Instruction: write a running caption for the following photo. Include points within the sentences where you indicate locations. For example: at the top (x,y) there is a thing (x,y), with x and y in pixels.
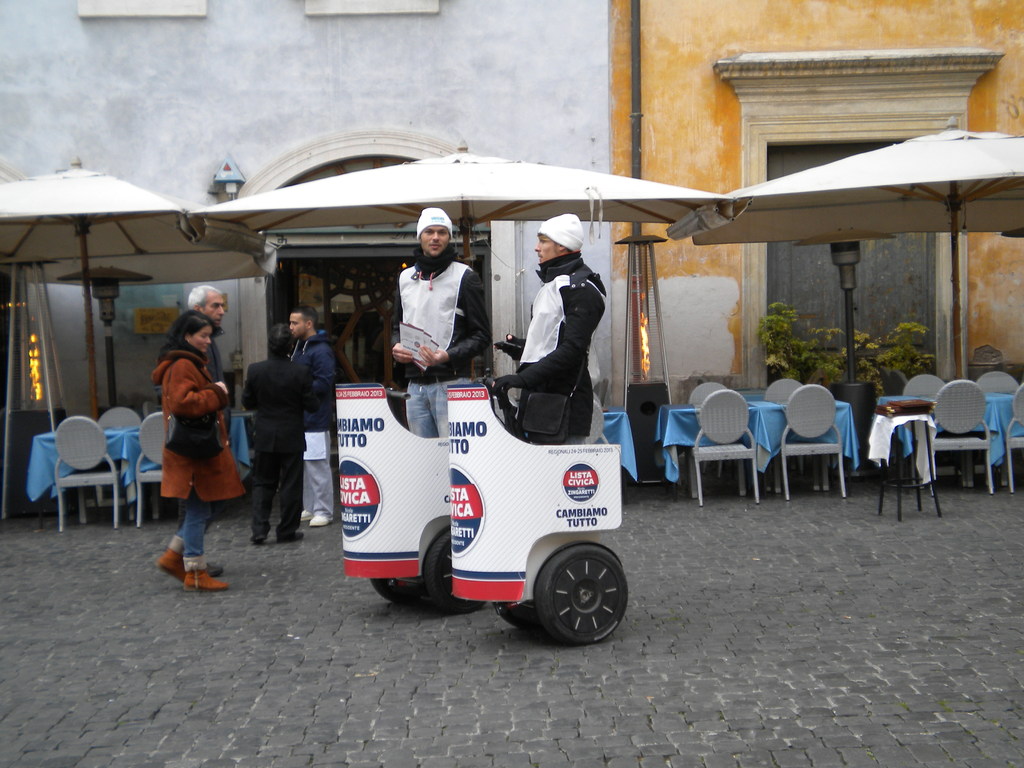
In the image we can see there are two men (480,353) who are standing on the vehicle (441,514) and there are people (263,430) who are standing on the road (319,536) and there is building (542,112).
